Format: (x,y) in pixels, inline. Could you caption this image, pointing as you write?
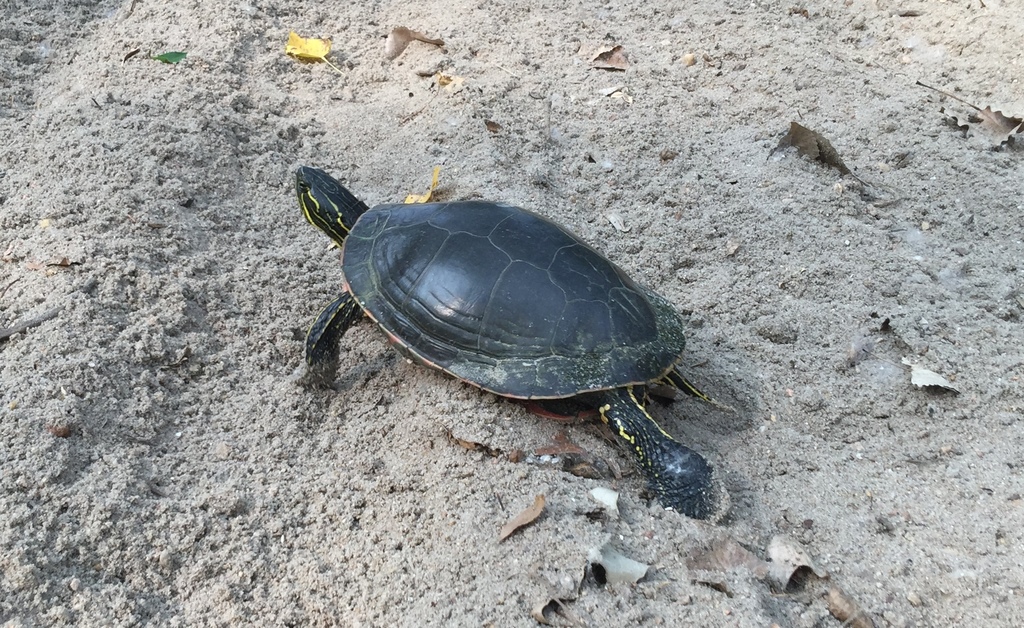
In this image there is a tortoise (476,364) on a land (368,41) and there are leaves (289,55).
